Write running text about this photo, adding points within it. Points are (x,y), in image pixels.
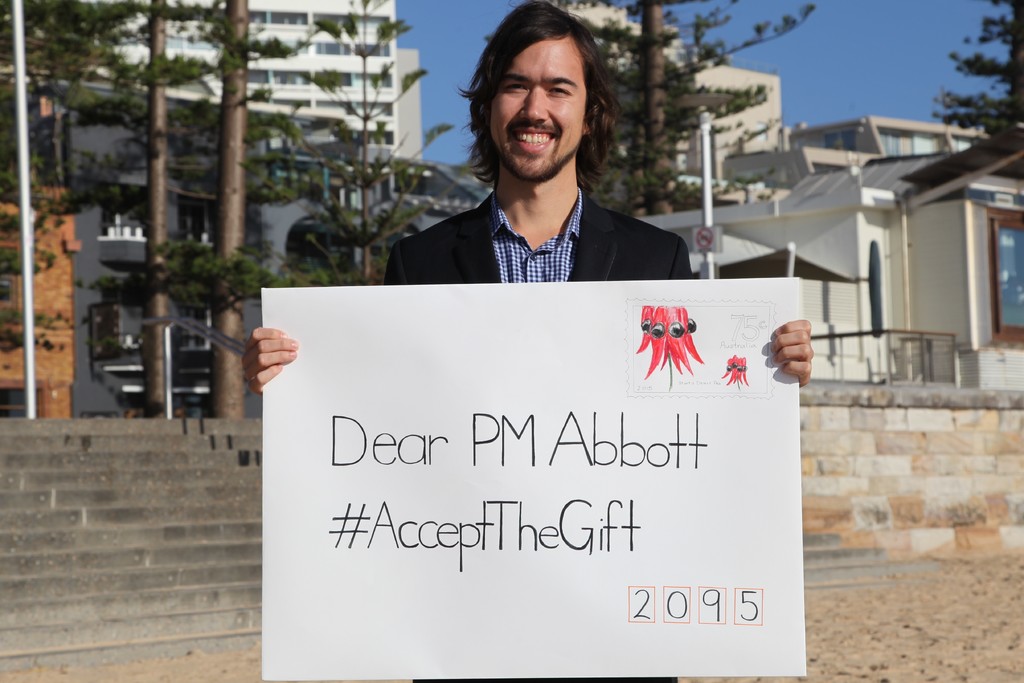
In this image I can see a man (605,274) holding a poster (781,597). There are stairs (39,438), trees (38,171), poles (23,232) and buildings (950,316) at the back (782,97). There is sky (791,115) at the top (925,39).
